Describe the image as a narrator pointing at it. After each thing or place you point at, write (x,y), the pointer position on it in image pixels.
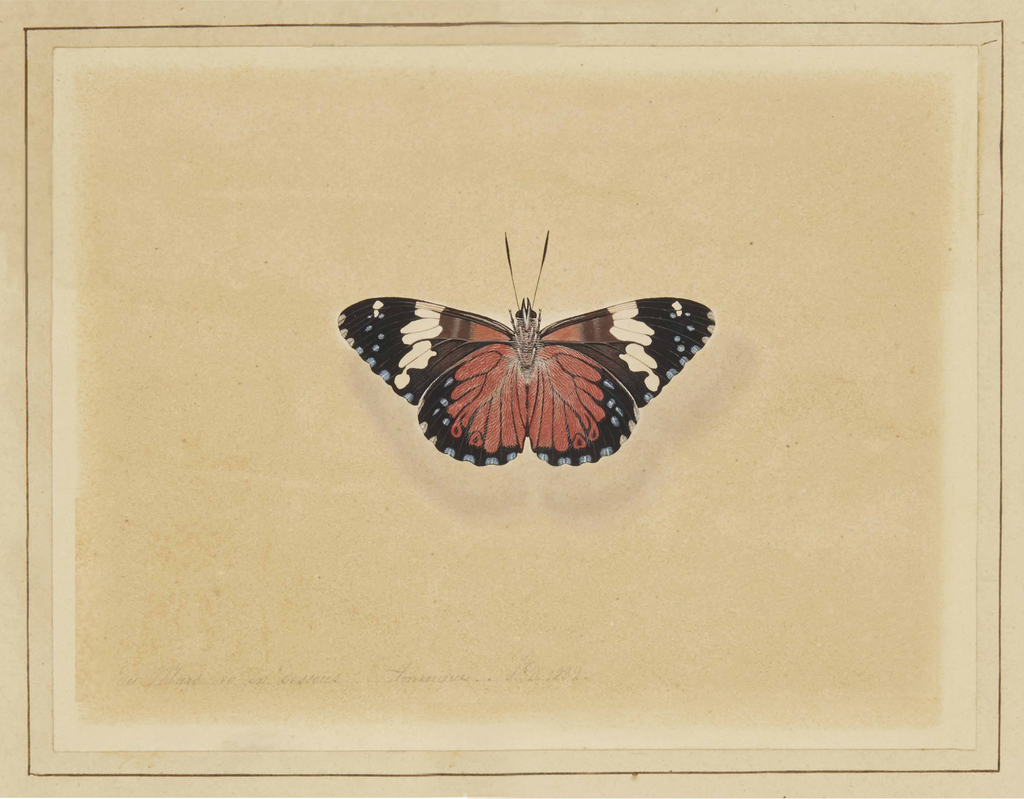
In this image I can see a drawing (515,370) of a butterfly (408,387). There are borders (983,489).
